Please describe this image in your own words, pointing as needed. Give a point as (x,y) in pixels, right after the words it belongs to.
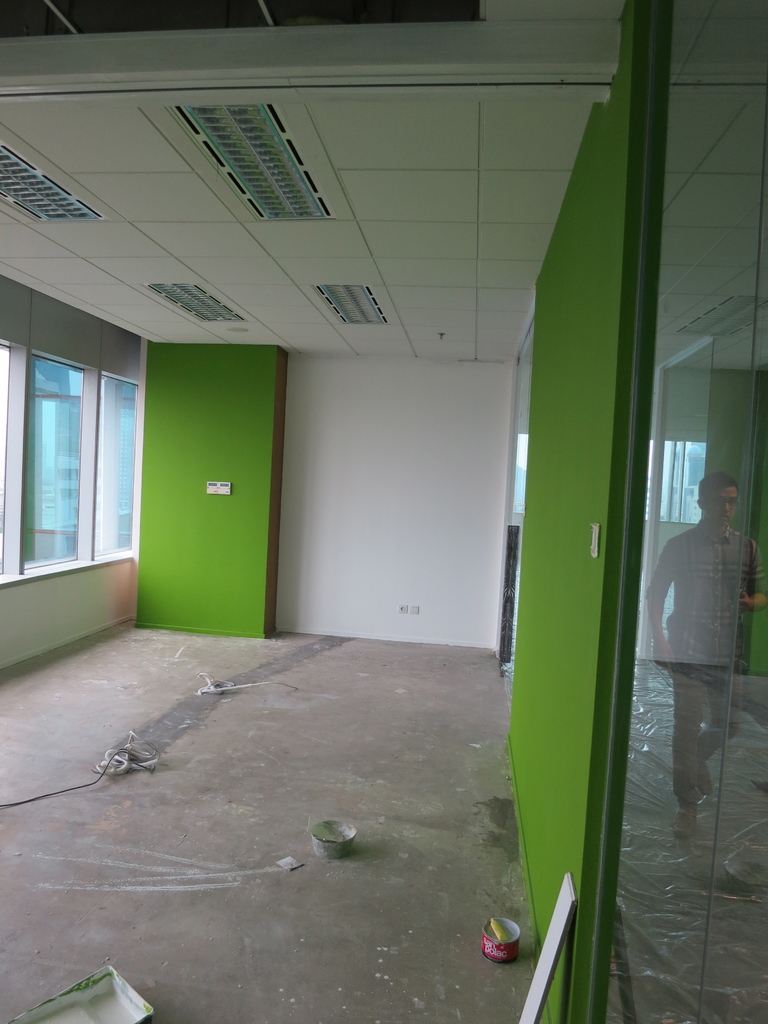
In this image, we can see the ground (310,947) with some objects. We can see the roof (463,52) with some lights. We can also see the wall (468,367) with some objects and glass windows (22,388). We can also see some glass (692,100) on the right (717,84) with the reflection (673,537) of a person (673,743), the ground (693,804) and the roof (735,344).
